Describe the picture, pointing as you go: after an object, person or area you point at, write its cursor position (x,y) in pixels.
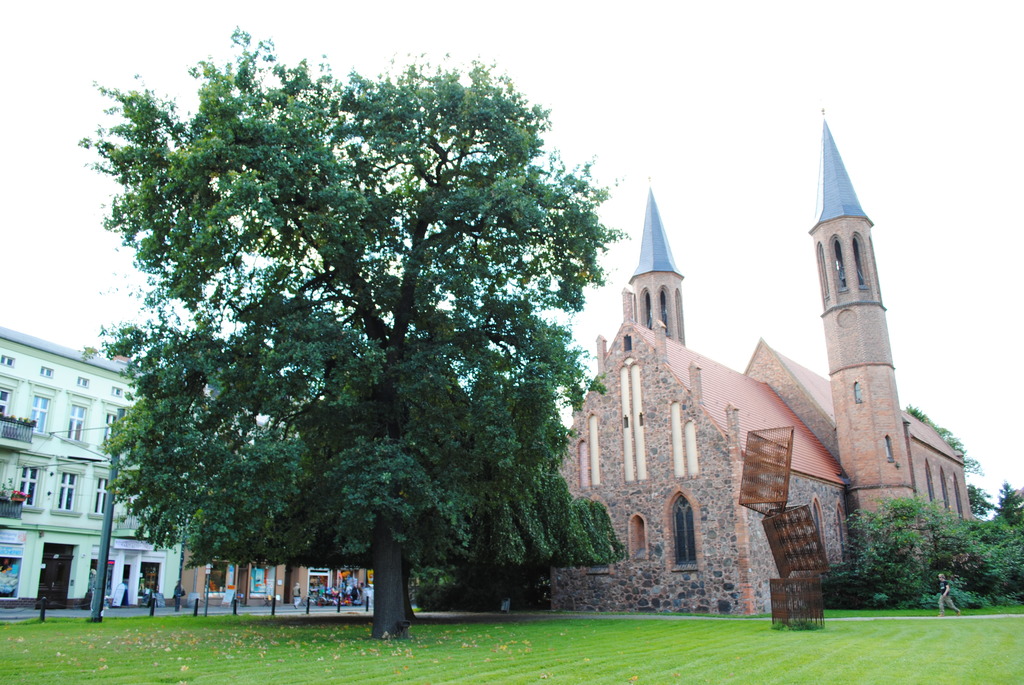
In this picture we can see the grass (539,662), trees (480,544), poles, some people (297,590), buildings (669,591) with windows (692,528) and some objects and in the background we can see the sky (536,95).
